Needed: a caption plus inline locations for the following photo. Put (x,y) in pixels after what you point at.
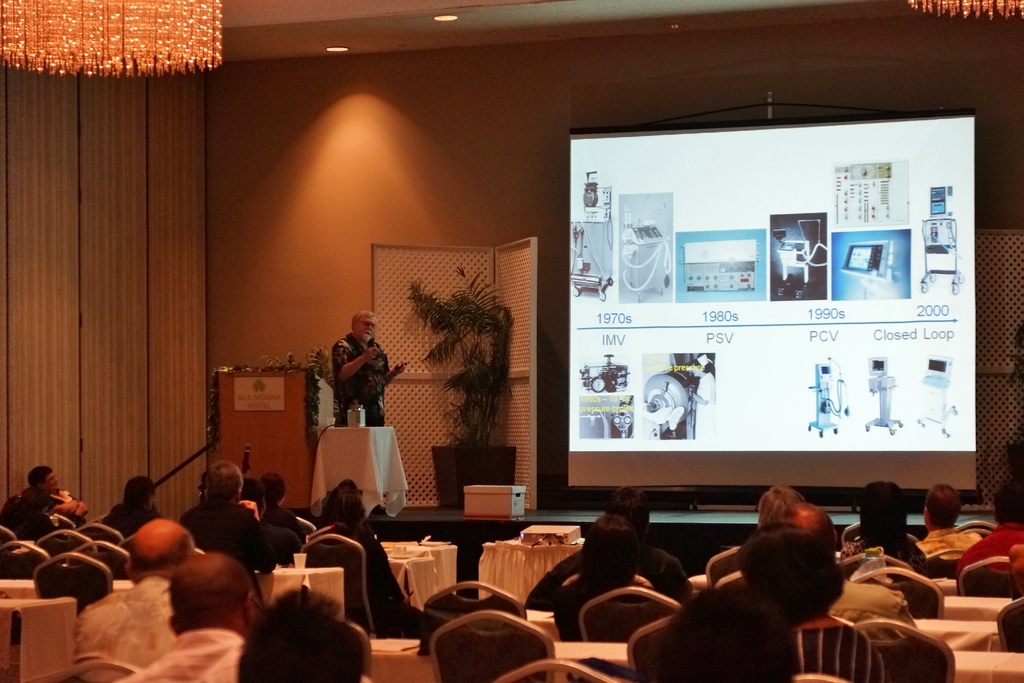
In this image there are group of people (247,545) who are sitting on a chair (503,611) and there are many tables (56,623). On the background (284,235) there is a wall (349,80) and one screen (619,244) is there and on the left side (299,399) there is one podium (278,431), beside that podium (277,409) there is one person (371,358) beside that person (371,387) there is one table (359,429) on the top (144,70) there are two chandeliers (121,47).
